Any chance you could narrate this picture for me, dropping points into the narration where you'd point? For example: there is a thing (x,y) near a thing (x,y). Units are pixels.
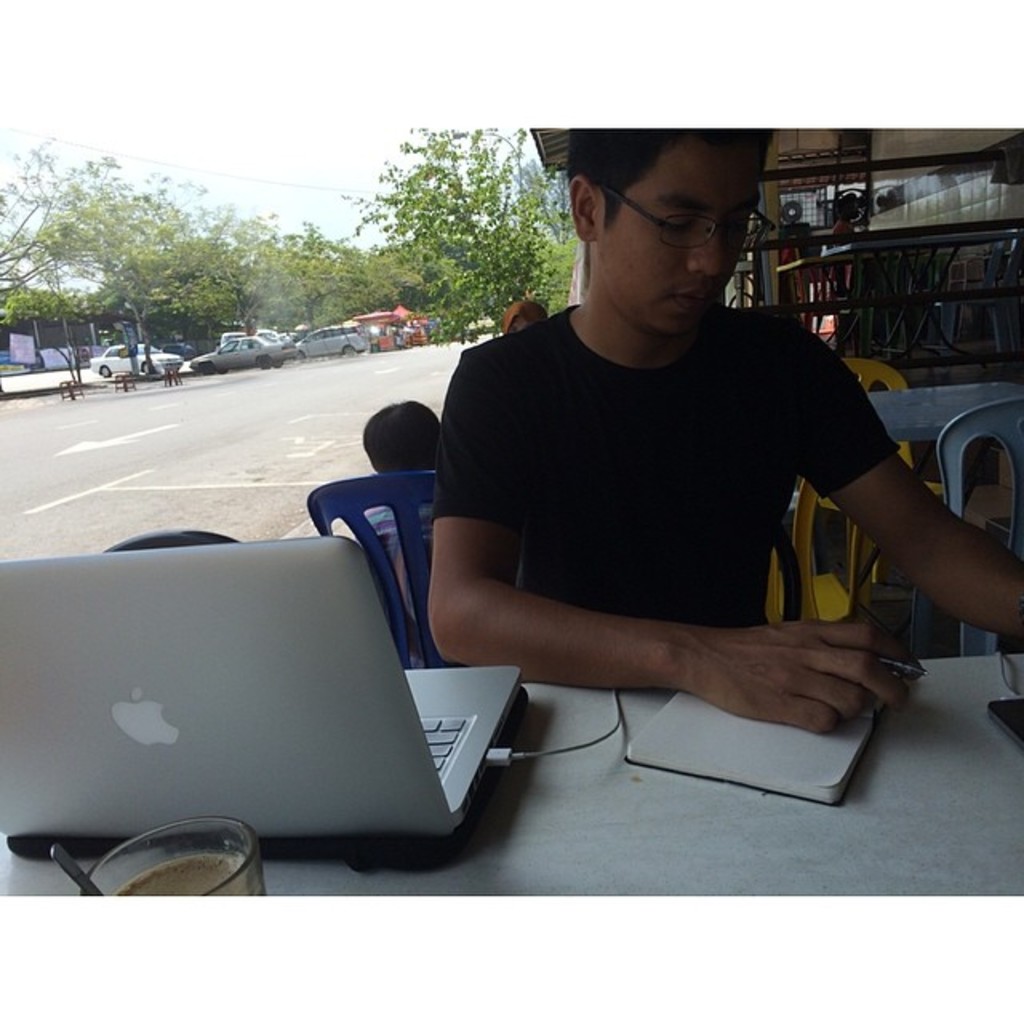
On the right side of the image (728,366) we can see a person (597,552) sitting on a chair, in front of the person (619,668) there is a table (643,771). On the table (588,762) there is a laptop (268,720) and a glass of tea (202,833), book (681,765) and pen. Back of this person (864,408) there is another table (901,425) with chairs (953,429). On the left side of the image (193,248) there are some trees (164,251) and some vehicles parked in a side of a road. In the background (299,184) there is a sky (372,173).
